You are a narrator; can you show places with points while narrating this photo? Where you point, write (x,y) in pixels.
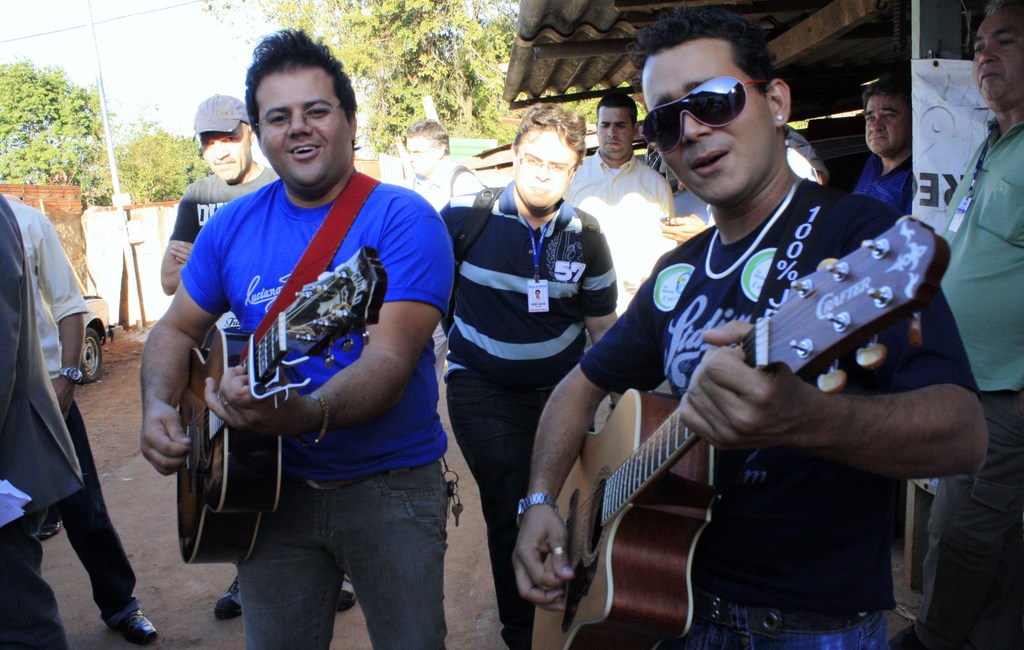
The picture consists of two men (287,253) playing guitar (213,441) in the front (736,456) and in the back side (545,263) there are few men (558,266) walking.
